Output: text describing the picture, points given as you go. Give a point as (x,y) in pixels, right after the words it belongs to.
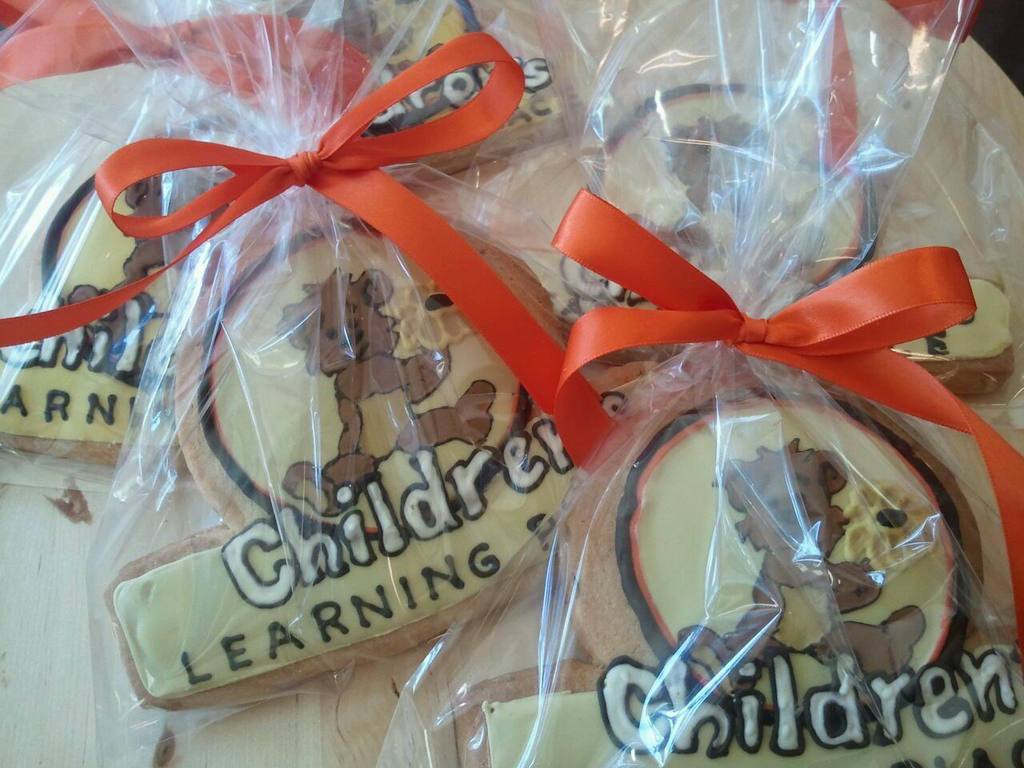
In this image I can see few cream colour things (409,340) in plastic covers (359,350). I can also see orange colour ribbons (441,235) and on these things (296,428) I can see something is written.
